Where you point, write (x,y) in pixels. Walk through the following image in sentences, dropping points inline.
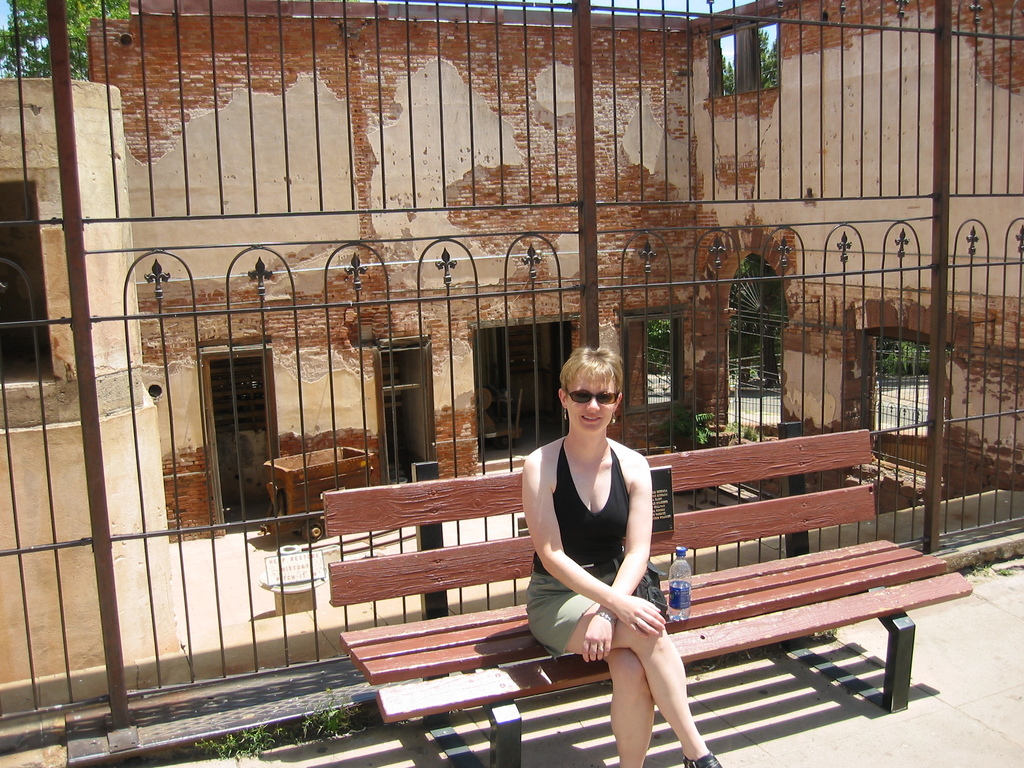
In this picture we can see a woman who is sitting on the bench (423,624). There is a bottle (680,599). On the background (508,448) we can see a building (570,188) and this is tree (36,31).
